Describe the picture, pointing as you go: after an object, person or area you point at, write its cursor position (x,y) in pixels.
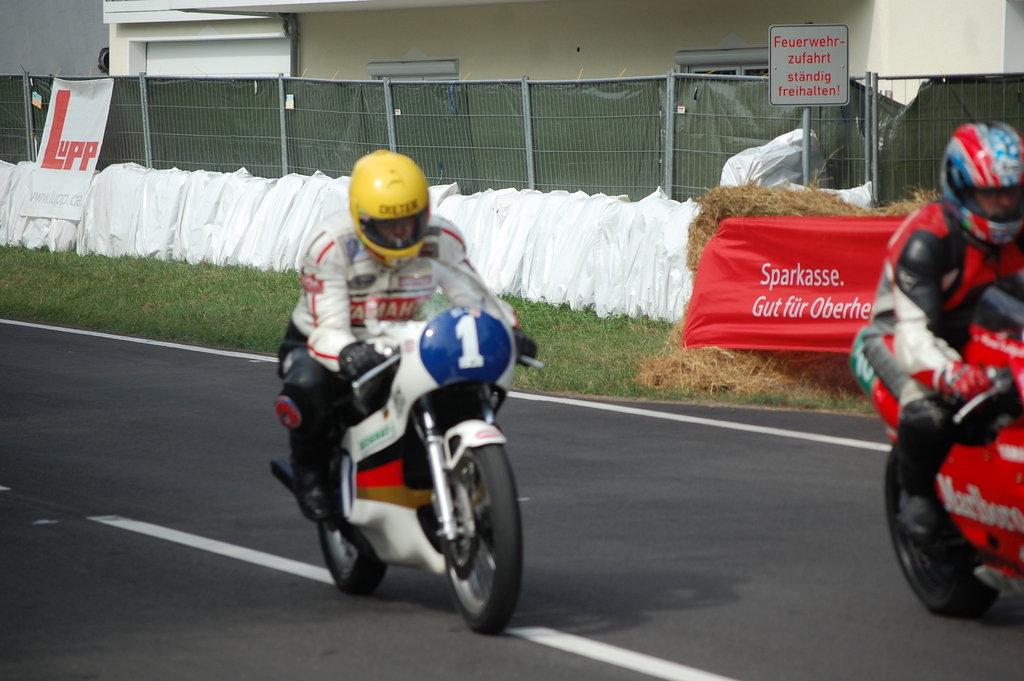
In the middle of this image (374,300), there is a person (362,292) in a white color jacket (338,281) wearing a yellow color helmet (366,205) and riding a bike (385,519) on a road (633,640) on which there are white color lines (173,534). On the right side (953,209), there is a person (953,209) in a red color jacket (955,289) riding a red color bike (954,465) on the road (1010,639). In the background (832,275), there is a building (795,5), a fence (695,86), there are grass (200,293), banners (724,333) and white color objects (180,245).
